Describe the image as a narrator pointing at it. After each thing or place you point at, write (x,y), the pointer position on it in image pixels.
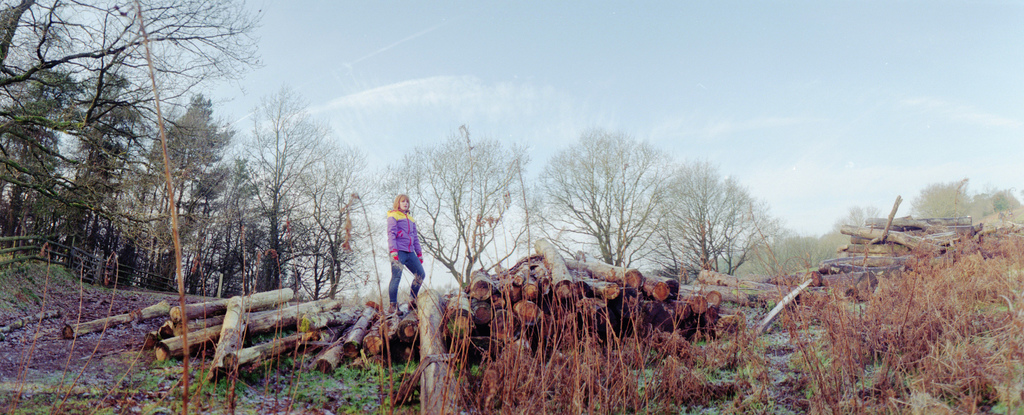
In this image there are many logs (716,288), on the logs (359,327) a woman (395,268) is standing in the background (388,202) there are trees (422,202) and a cloudy sky (737,156).
